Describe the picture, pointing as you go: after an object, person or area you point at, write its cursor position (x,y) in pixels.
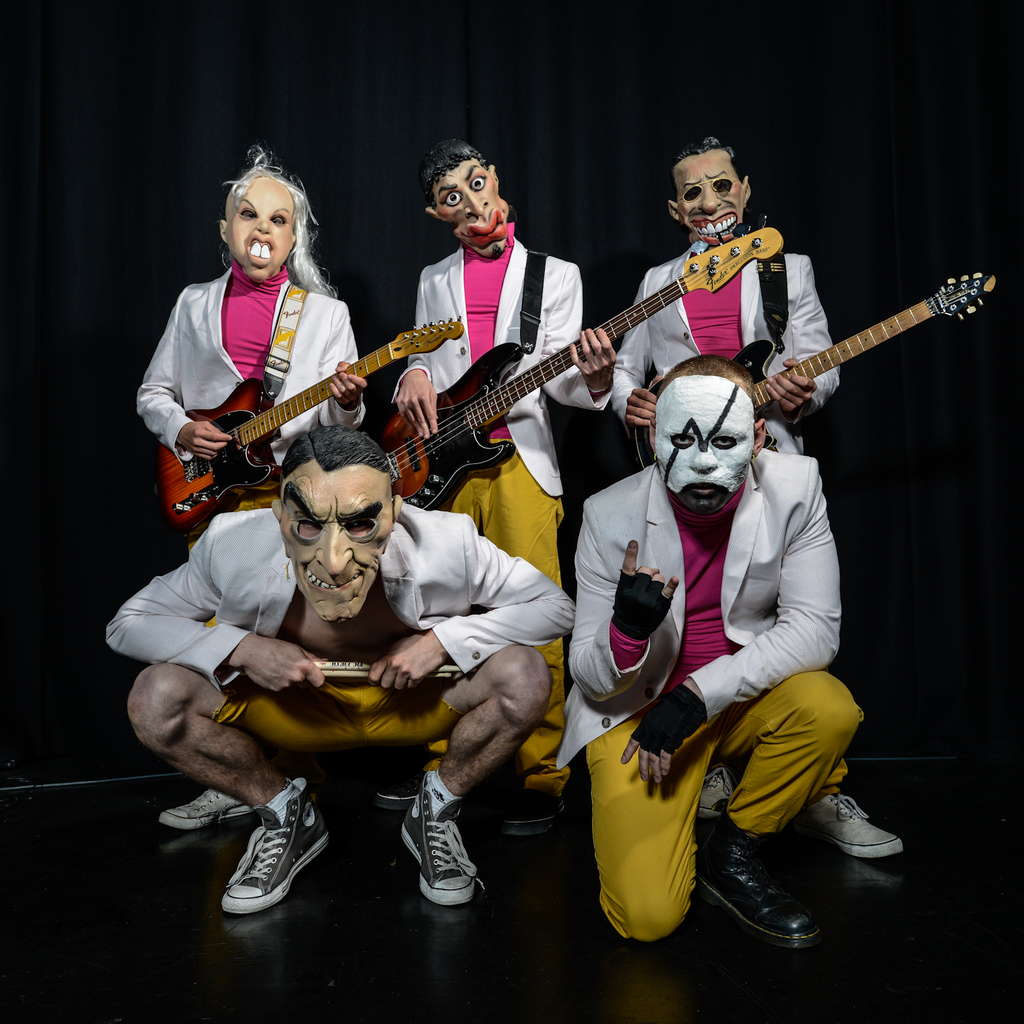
In this image i can see five members (685,487) two are sitting and three are standing holding a guitar (485,378), at the back ground (506,101) i can see a curtain (345,214).
